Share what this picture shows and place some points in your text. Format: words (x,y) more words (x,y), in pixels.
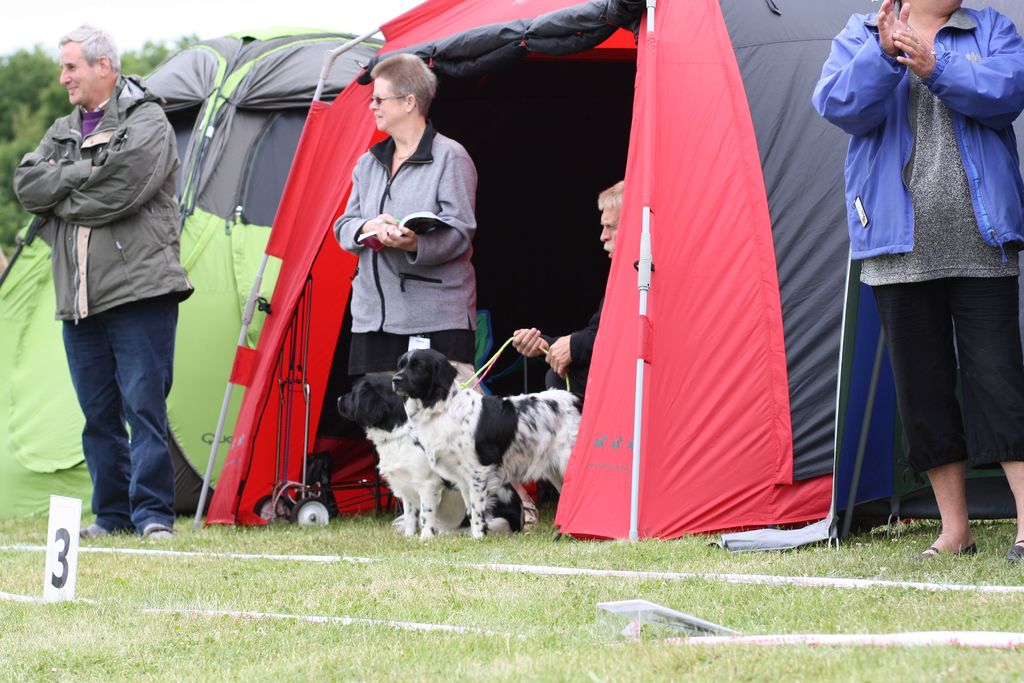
In this image there are four people (407,274). one is inside the tent (572,307) and holding the dogs (475,472). There are two tents (597,268) which is green and other is red in color and at the bottom (264,639) there is a grass (252,597) and board (59,541), at the top (212,26) there is a sky (156,19) and at the back (33,78) there is a tree (47,75).
